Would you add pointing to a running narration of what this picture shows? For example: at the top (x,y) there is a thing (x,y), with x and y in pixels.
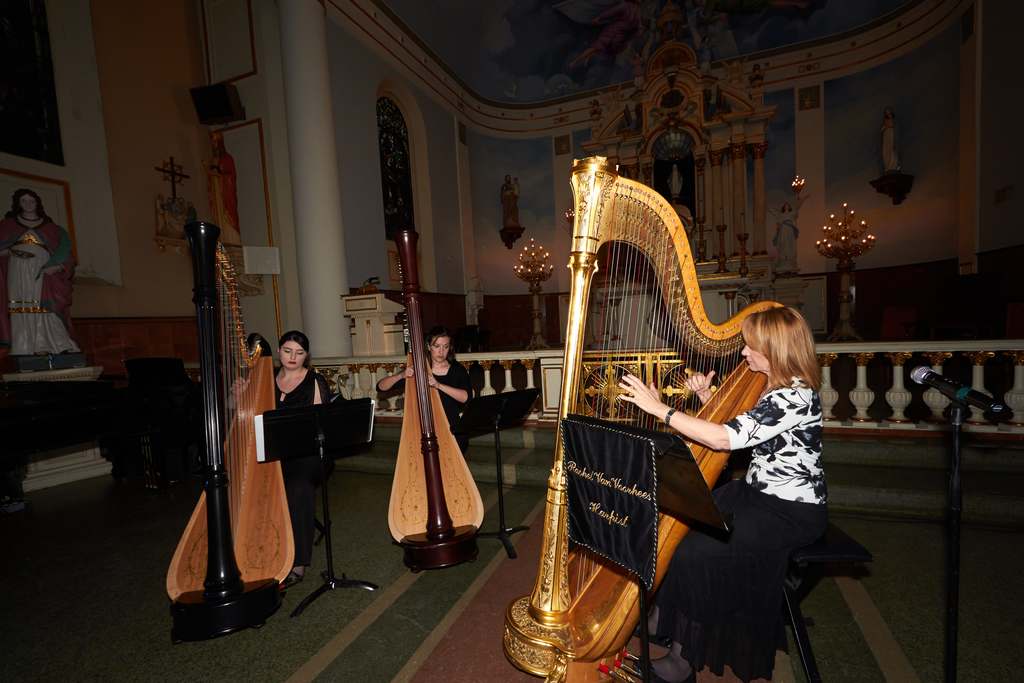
In this image we can see three people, playing musical instruments (410,487), in front of them are stands (679,465), with books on it, there is a mic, sculptures (47,292), cross symbols (169,176), pillars (315,213), speaker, candles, also we can see the wall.
